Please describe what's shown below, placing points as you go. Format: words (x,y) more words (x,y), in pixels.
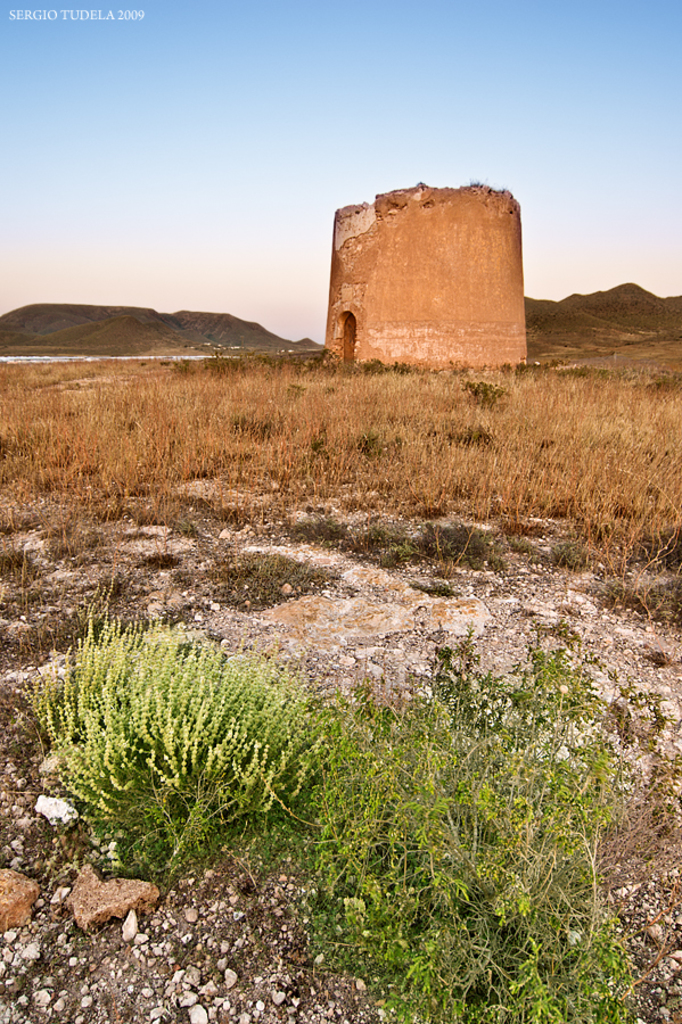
We can see plants (116,672) and dried grass (84,453). In the background (391,317) we can see wall (440,300), hills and sky (398,111). In the top left of the image (136,17) we can see watermark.
